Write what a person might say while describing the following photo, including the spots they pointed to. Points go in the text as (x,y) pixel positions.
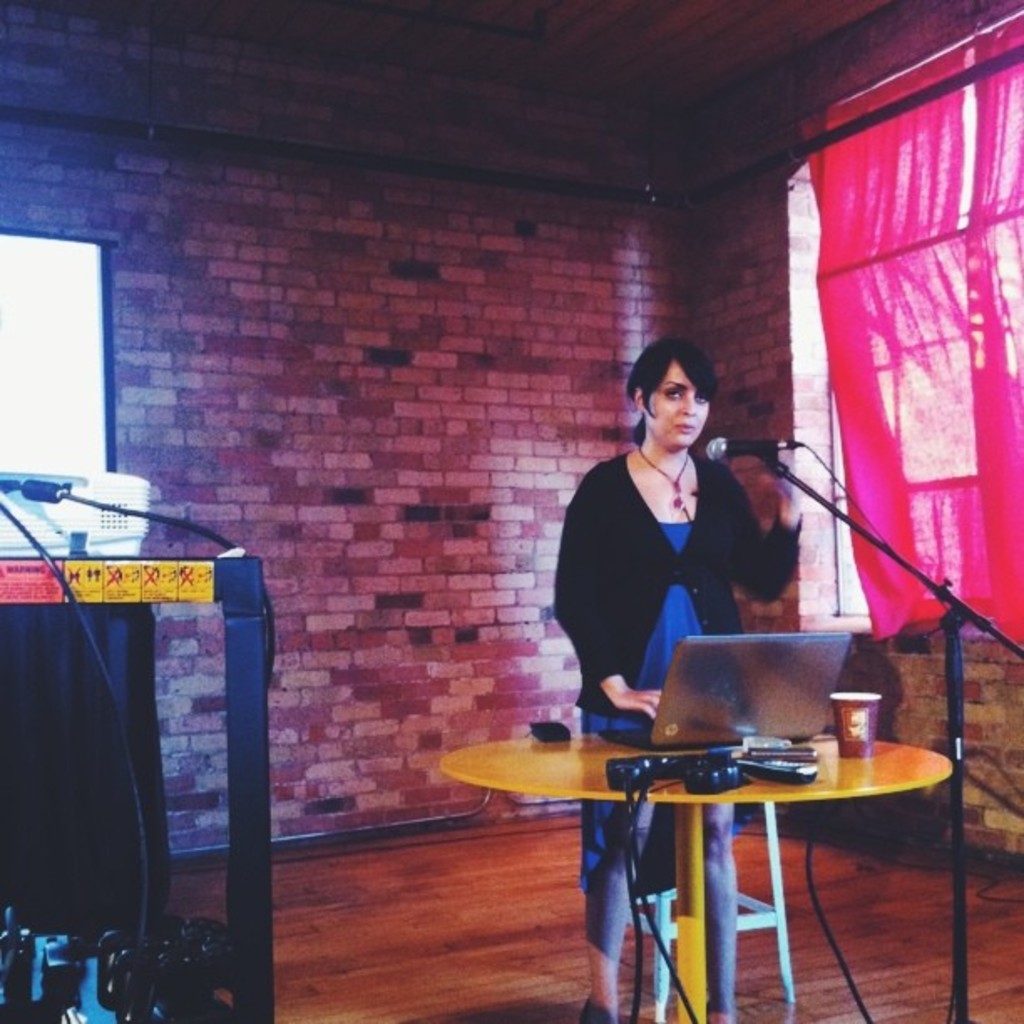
In this picture there is a lady (672,355) who is standing on the right side of the image (685,383), in front of a table (832,791) and there is a laptop (713,729), glass (848,746), and remotes (762,759) on the table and there is an electric box (13,742), with wires (135,787) and a projector screen (16,459) on the left side of the image (140,573), there is a window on the right side of the image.
